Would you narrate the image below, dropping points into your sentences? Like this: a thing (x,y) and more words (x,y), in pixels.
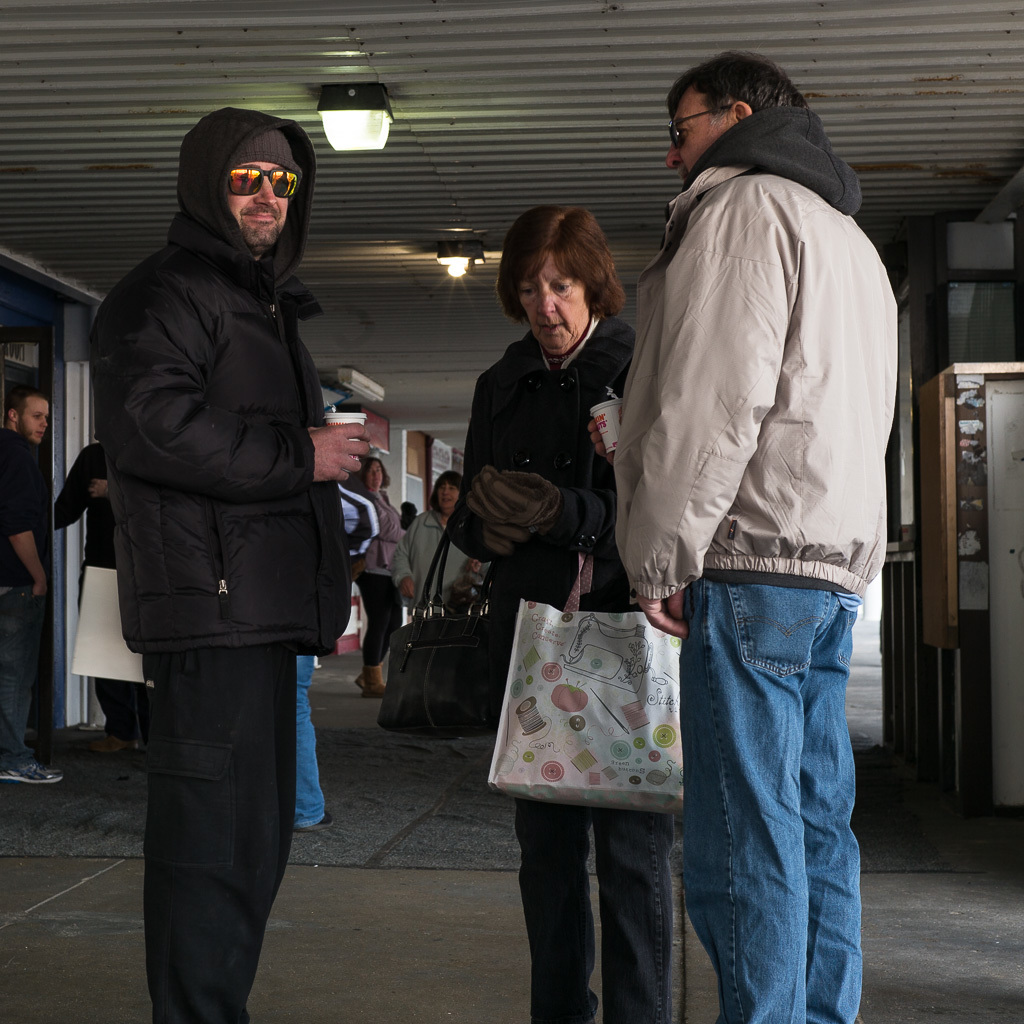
In this picture we can see a group of people (554,899), one person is holding bags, two people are holding cups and in the background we can see a roof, lights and some objects (891,511).
